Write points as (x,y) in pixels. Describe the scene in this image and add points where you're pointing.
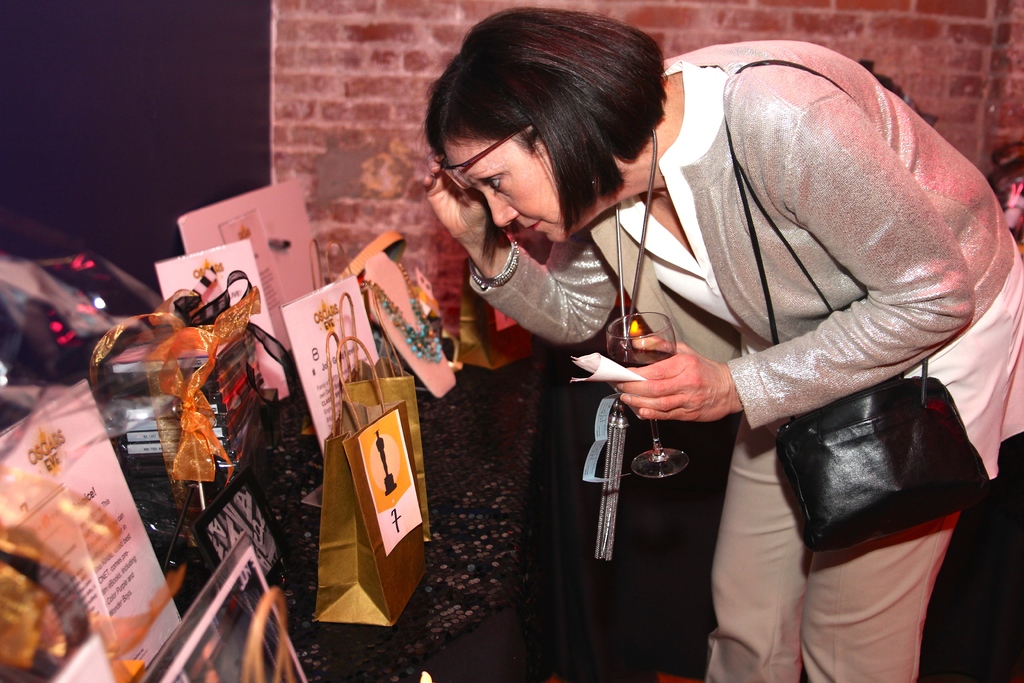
In this image I can see a woman (916,647) is standing and holding a glass (625,335). I can also see she is carrying a handbag (915,463). Here I can see few more handbags (410,569).
